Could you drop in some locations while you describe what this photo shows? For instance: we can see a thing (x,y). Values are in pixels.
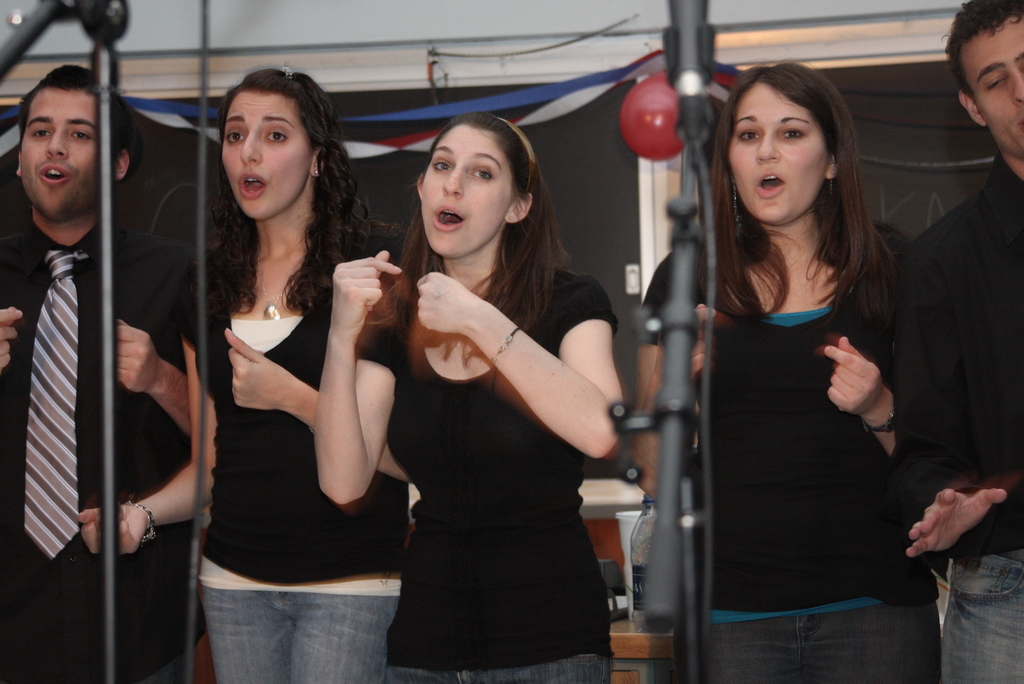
In this picture we can see group of people (598,427), in front of them we can see microphones (113,47), in the background (652,108) we can find a balloon (671,114) and a water bottle (639,563).
